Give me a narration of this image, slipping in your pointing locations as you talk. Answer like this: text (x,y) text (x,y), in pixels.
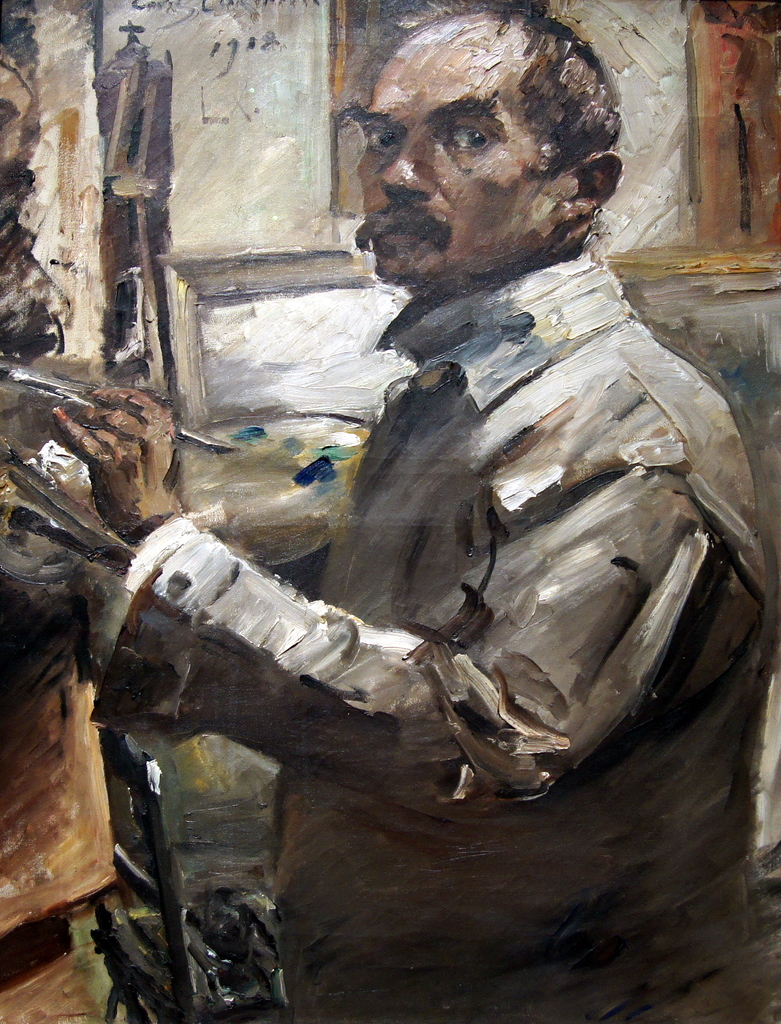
In this image we can see the painting (399,440) of a person (385,337) holding the object (14,524) and the background (160,337) is not clear.
